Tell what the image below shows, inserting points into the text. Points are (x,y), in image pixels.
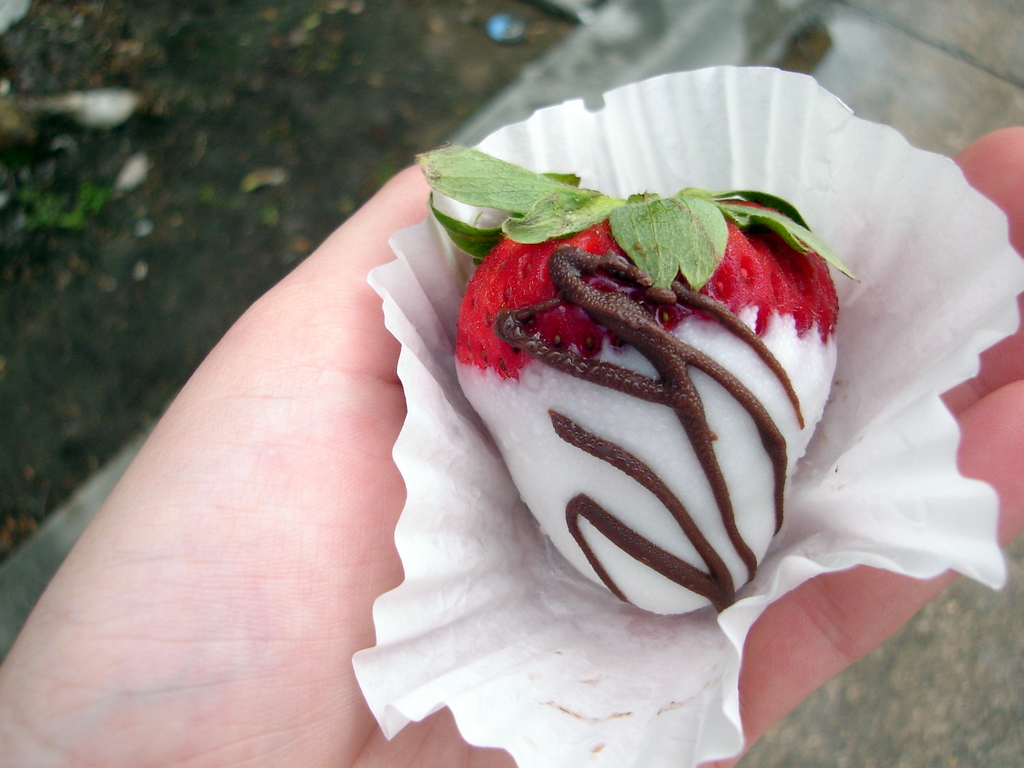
In this image there is a strawberry (534,326) with chocolate (533,311) on it, on the paper (768,147), which is on the person hand (765,649), and in the background (356,116) there is soil (208,153).
